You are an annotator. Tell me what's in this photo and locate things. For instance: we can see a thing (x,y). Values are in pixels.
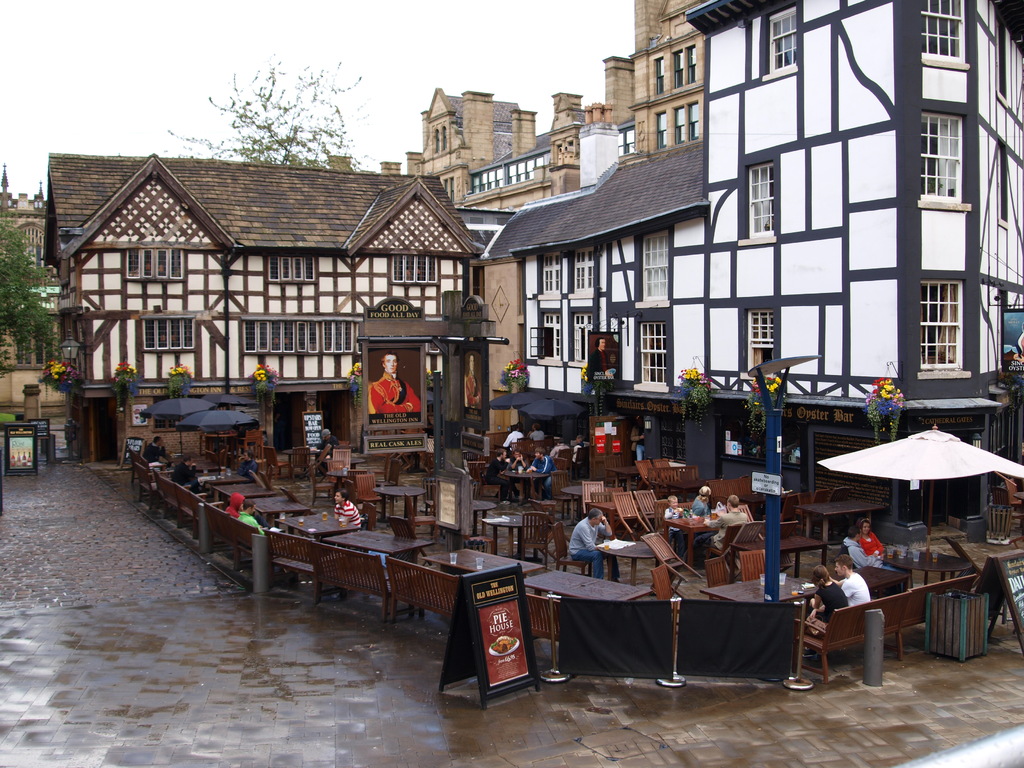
In the center of the image (536,328) there are buildings (542,335). There are chairs (712,574). There are tables (485,552). There is tree (328,112) at the background of the image (322,110). At the bottom of the image (289,757) there is road (267,746).
